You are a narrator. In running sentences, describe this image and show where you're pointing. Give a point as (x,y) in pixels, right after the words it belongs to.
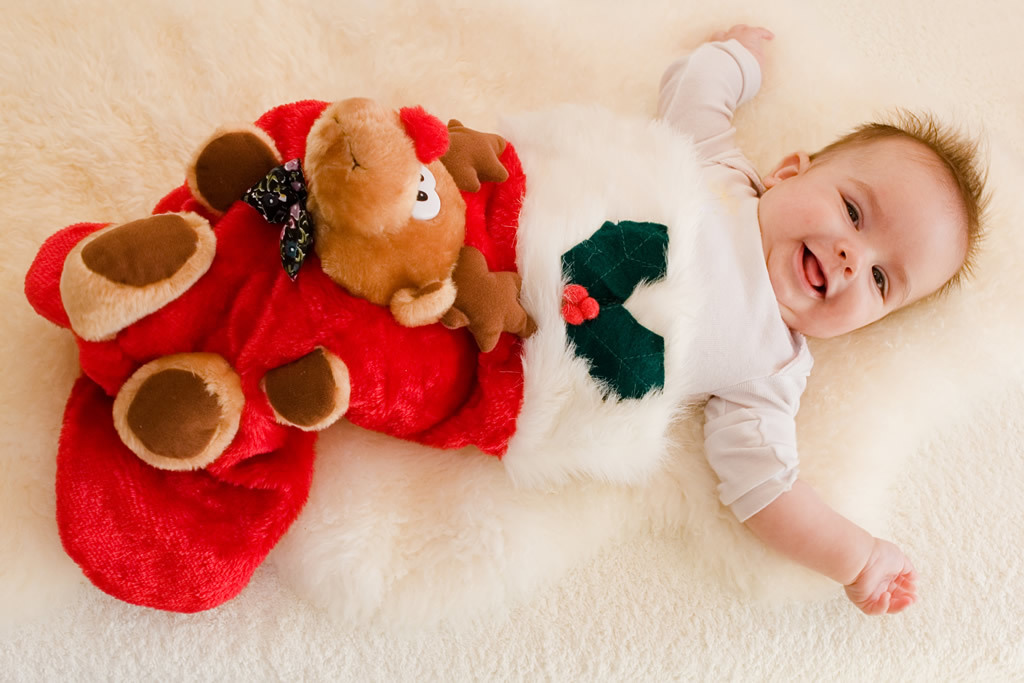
In this image we can see the baby (871,290) wearing the clothes (761,249) and also smiling and lying on the bed (534,496).
